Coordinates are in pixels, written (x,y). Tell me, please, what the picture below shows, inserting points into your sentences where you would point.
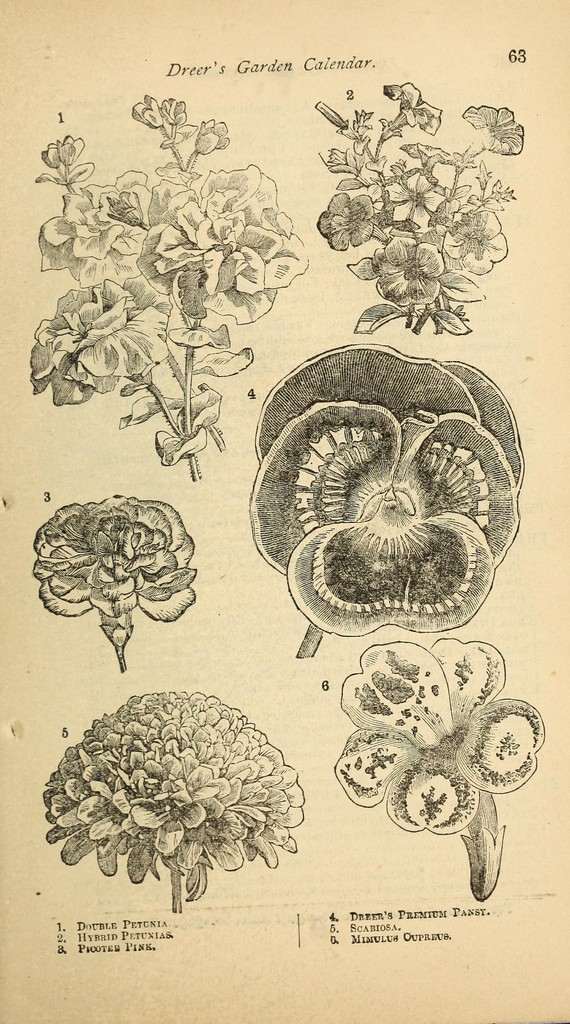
In this image I can see many flowers (77,798) and something is written on the paper (338,759). I can see the paper (194,559) is in black and cream color.
